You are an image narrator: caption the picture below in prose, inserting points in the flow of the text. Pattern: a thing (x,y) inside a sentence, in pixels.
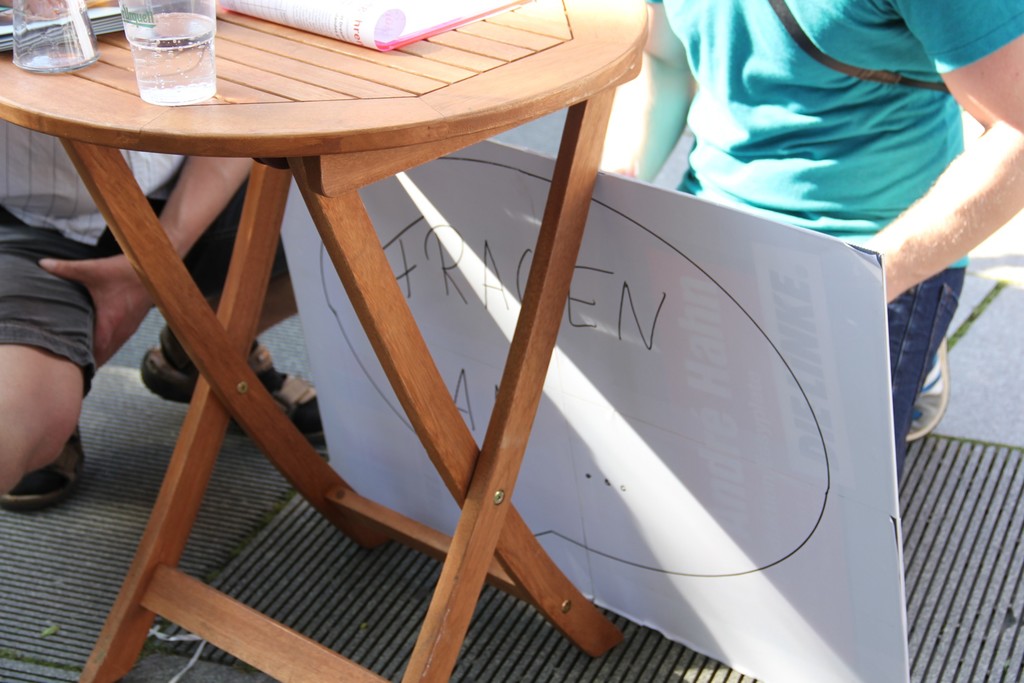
In this image I can see two glasses (77,46) and a book (389,20) on the table (344,74) and the table (344,74) is in brown color. Background (916,127) I can see two persons (73,239) and a board (777,354) in white color, and the person (842,188) at right (850,166) wearing green shirt (872,180), blue pant (918,318).
